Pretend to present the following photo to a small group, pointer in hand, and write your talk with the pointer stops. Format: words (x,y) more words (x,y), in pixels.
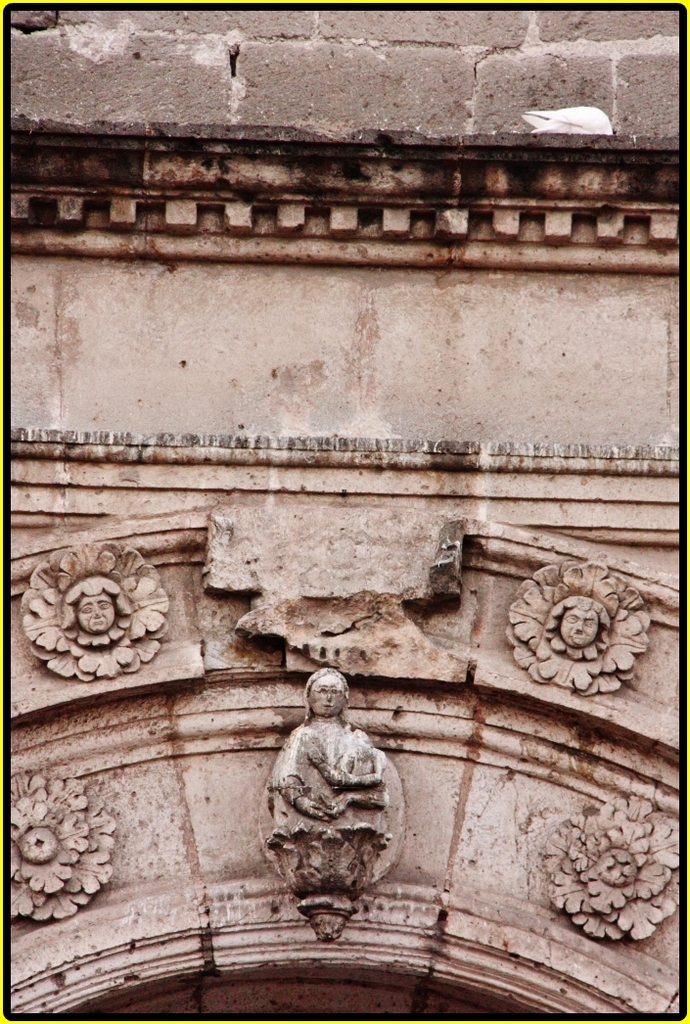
In this picture we can see sculptures (310,699) on the wall (193,638).
